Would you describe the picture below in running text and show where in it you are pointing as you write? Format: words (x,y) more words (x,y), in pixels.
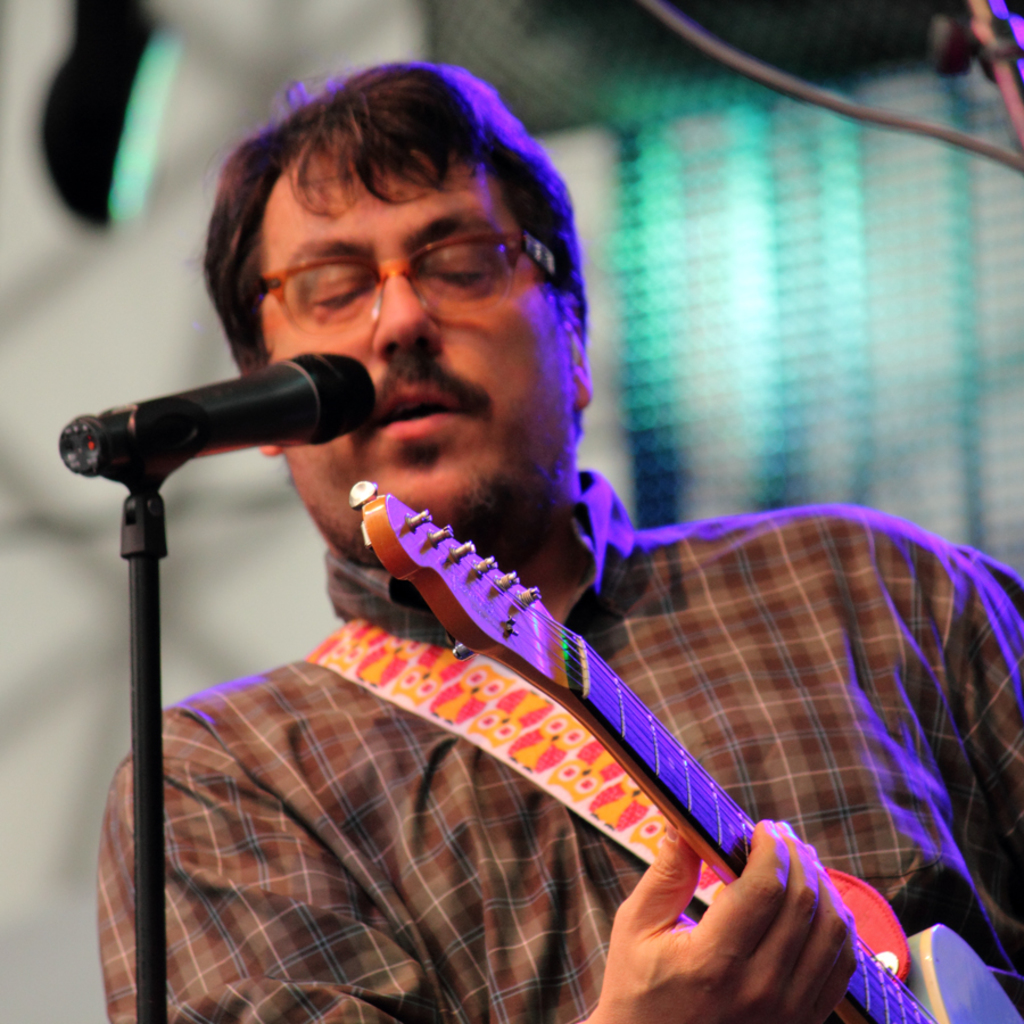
In center (474,641) we can see one man (234,884) holding guitar (615,724). In front there is a microphone (364,372). In the background (51,195) we can see wall (33,297) and light (772,306).
